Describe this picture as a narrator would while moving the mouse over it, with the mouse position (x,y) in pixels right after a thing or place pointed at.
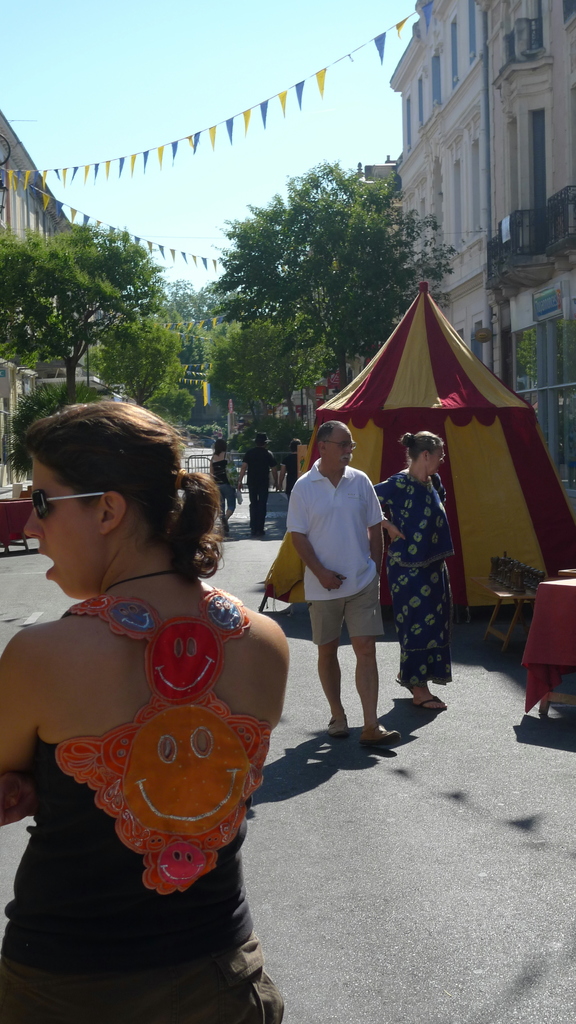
In this image there are a few people (241,720) walking down the street (289,620), on the street (251,571) there are tents (298,561), on the either side of the street (273,514) there are trees (203,332) and buildings (6,406).
